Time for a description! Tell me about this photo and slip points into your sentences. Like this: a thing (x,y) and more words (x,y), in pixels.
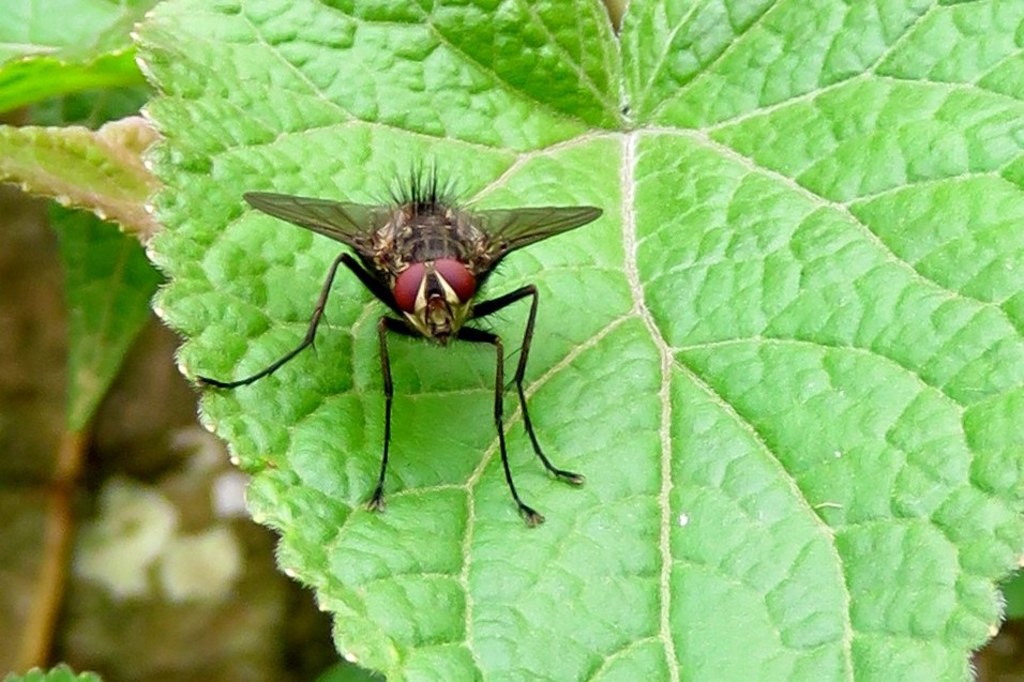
In this picture I can see a fly (452,322) on the leaf (612,323) and I can see few leaves (95,150) on the left side (83,150).
